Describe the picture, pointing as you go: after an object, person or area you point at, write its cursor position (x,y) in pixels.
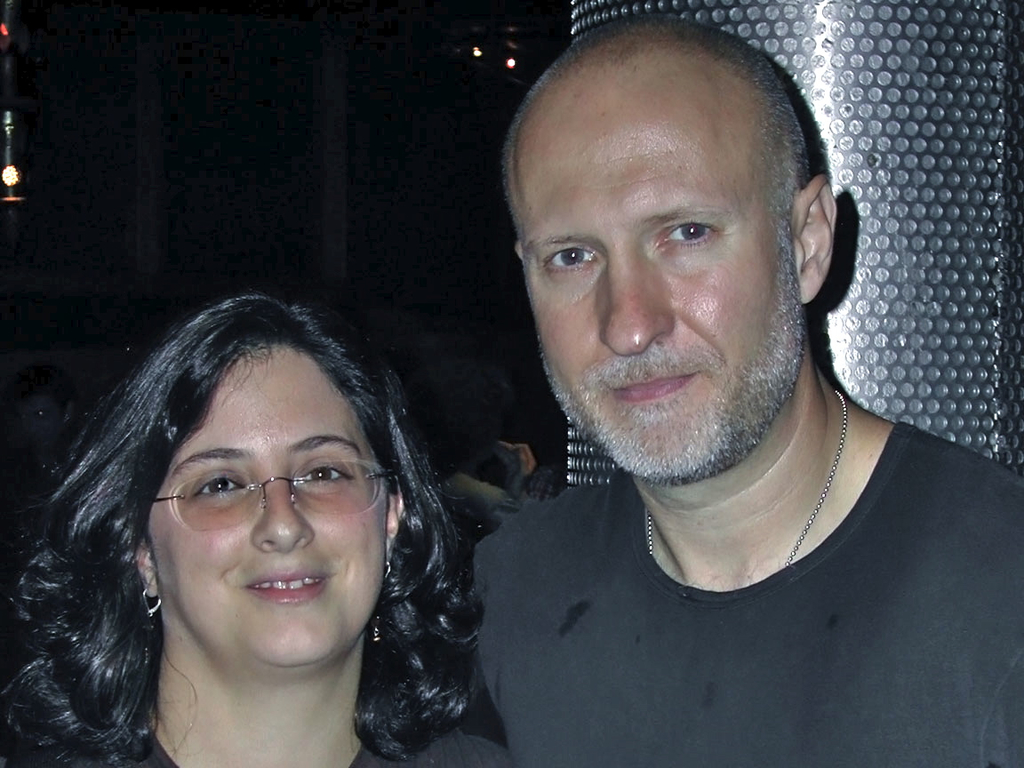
In this image we can see a man (596,766) and a woman (488,740). They are smiling. There is a dark background (458,196) and we can see lights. Here we can see a pillar (911,348).
